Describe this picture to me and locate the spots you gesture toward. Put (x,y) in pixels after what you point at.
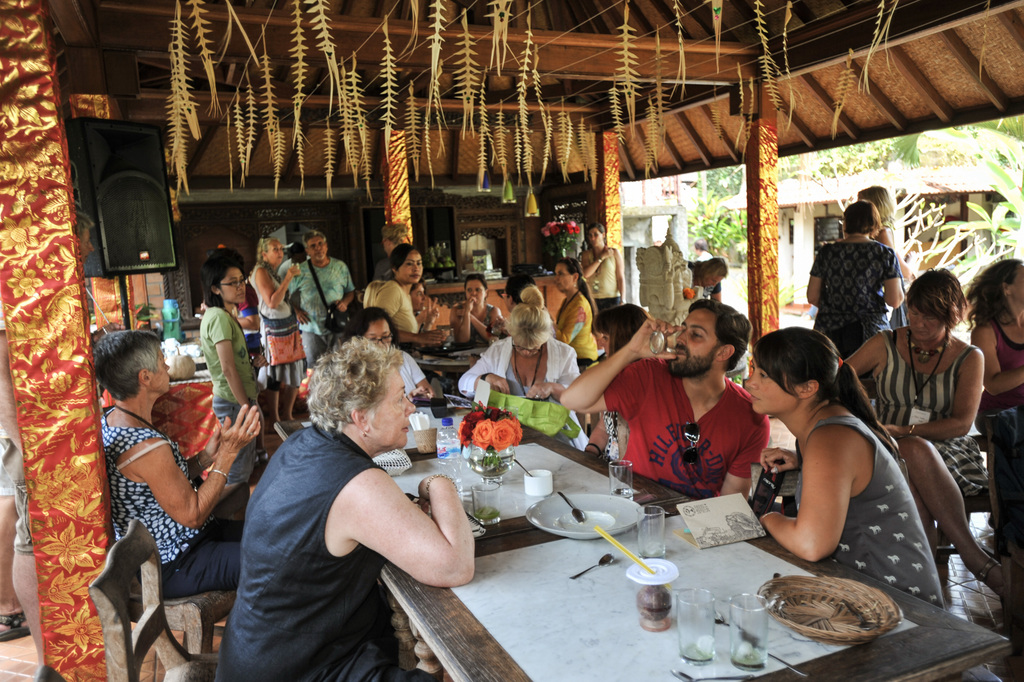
In this image I can see people (455,511) among them some are standing and some are sitting on chairs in front of a table (517,580). On the table (577,611) I can see plates (592,535), spoons (592,568), cups (649,622), glasses (687,643) and other objects (643,609). In the background (612,234) I can see poles (613,223), trees (921,212) and some other objects (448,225).
